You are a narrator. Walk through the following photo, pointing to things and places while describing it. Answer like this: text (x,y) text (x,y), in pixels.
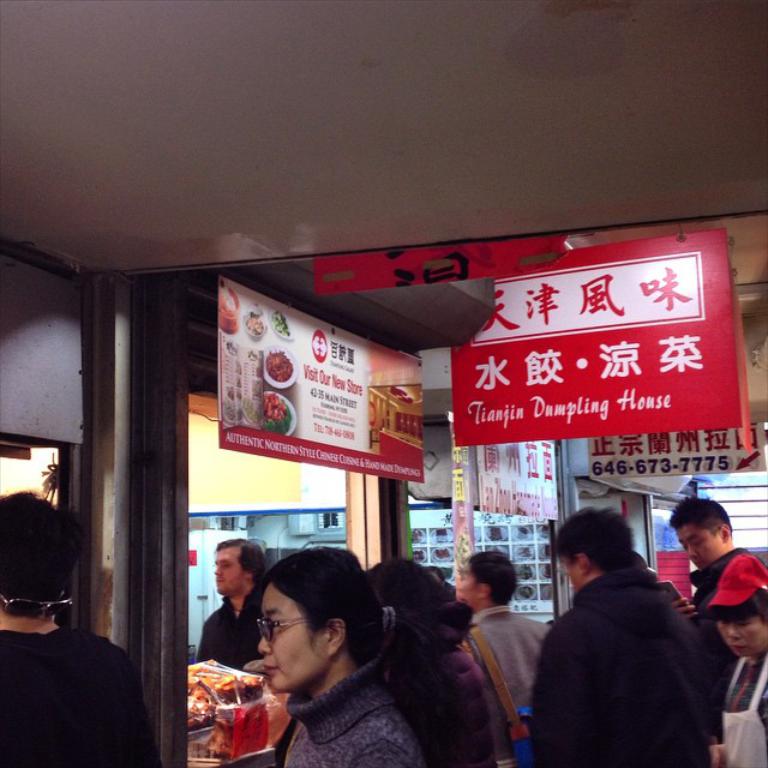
In the picture I can see people (440,693) are standing. In the background (369,383) then I can see boards (333,398) on which I can see something written on them. I can also see shops (389,529), ceiling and some other objects (438,383).
